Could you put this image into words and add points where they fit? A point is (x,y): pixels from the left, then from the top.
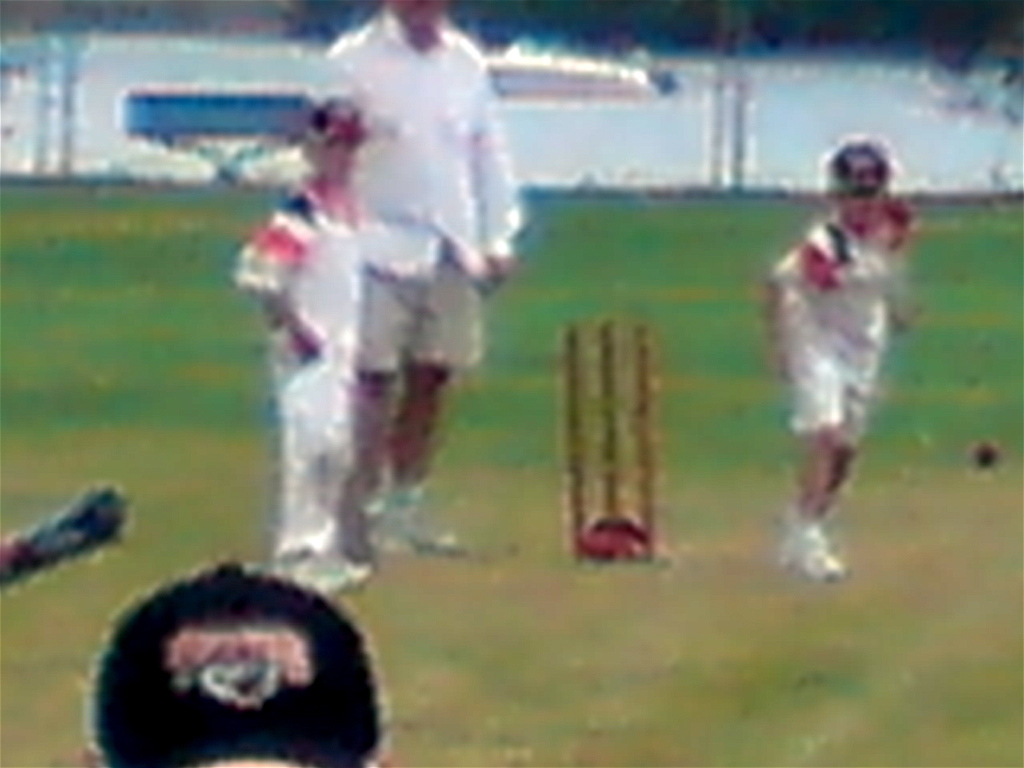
In this image we can see some people (892,225) and on the right side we can see wicket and there are many grasses (551,332) on the ground (691,456) and background (645,117) is blurred.
